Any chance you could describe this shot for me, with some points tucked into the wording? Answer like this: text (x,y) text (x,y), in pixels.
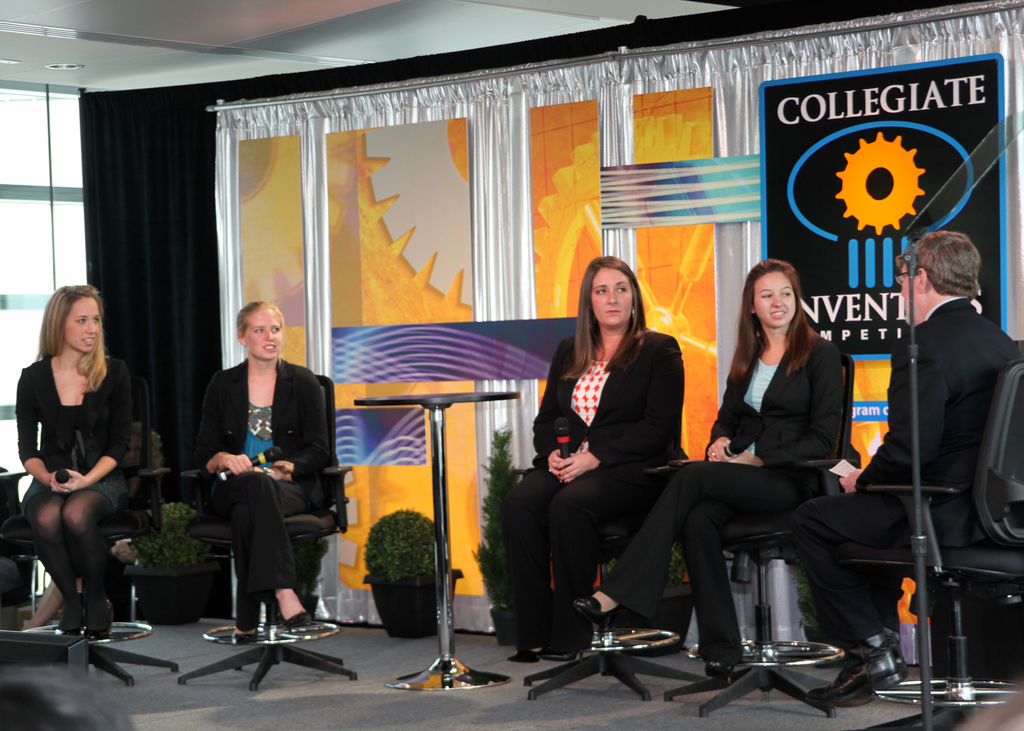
In this image there are group of persons (874,484) sitting and smiling. In the center (436,412) there is a table (445,443) which is empty. In the background (483,230) there is a curtain (484,232) and on the curtain (502,224) some text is written on it and in front of the curtain (469,480) there are plants (508,454). On the left side (47,192) there is a window (72,215).
